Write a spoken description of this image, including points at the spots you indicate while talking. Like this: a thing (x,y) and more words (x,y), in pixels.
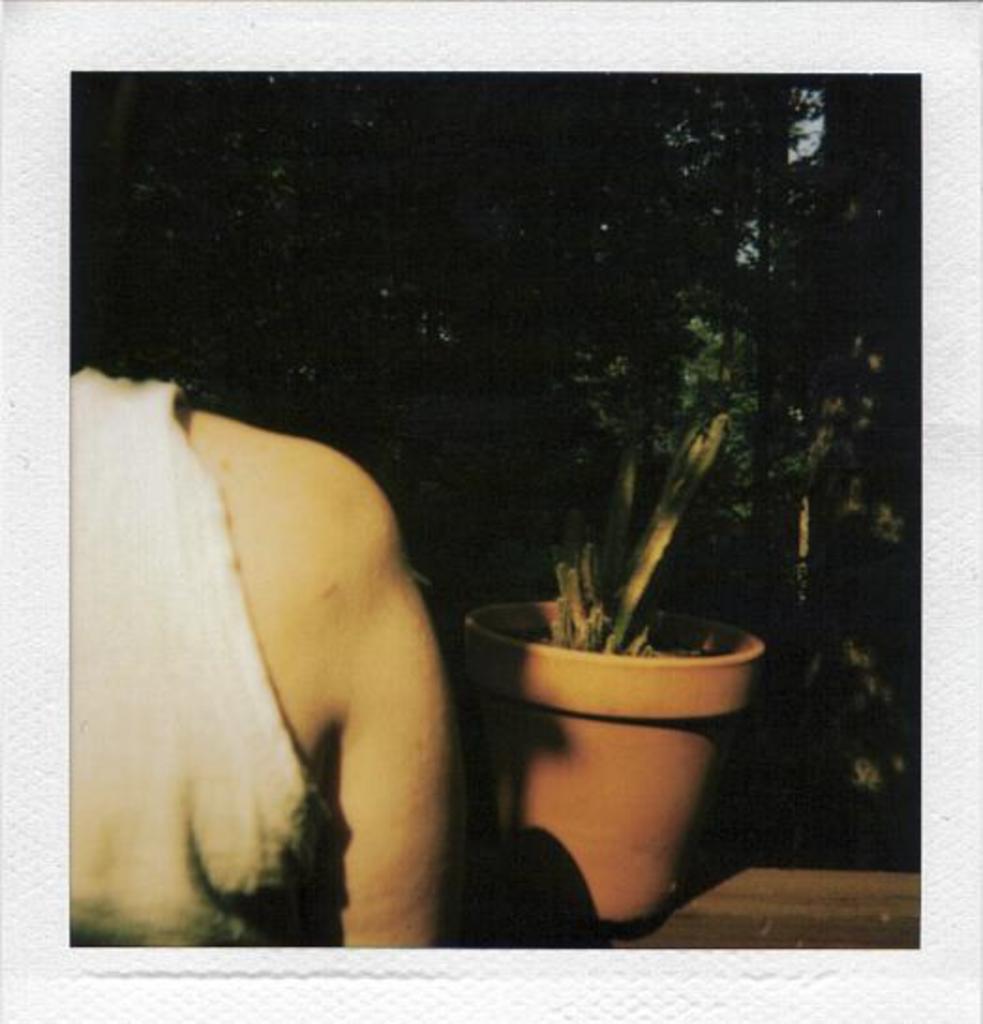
This is an edited picture. In this image there is a person (140,751) and there is a plant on the wall (768,940). At the back (630,349) there is a tree (720,278).
